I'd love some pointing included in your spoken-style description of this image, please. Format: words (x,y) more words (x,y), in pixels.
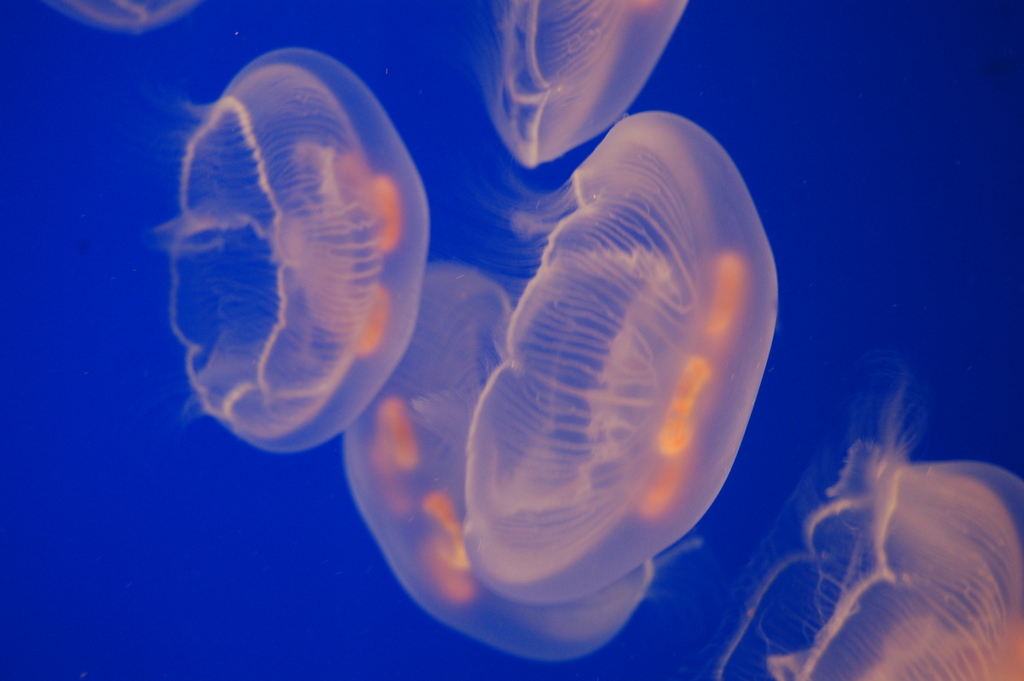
In this picture there are jelly fishes (579,467) in the water (7,62).
